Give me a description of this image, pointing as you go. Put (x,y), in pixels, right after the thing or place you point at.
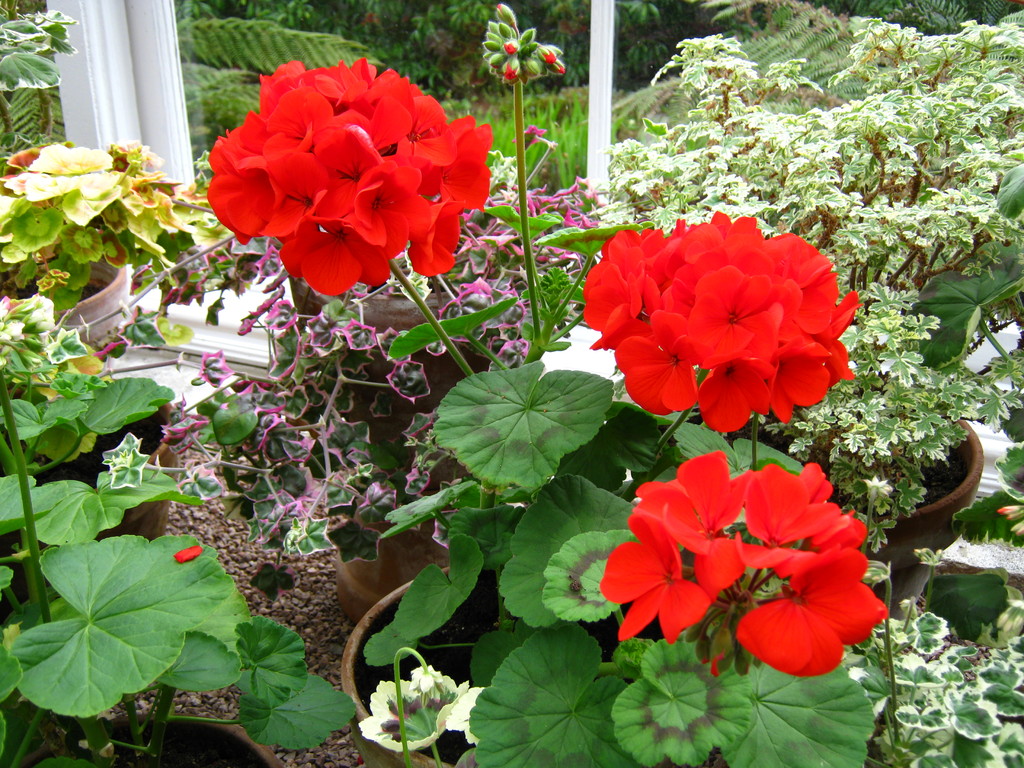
It is a garden (328,284) with beautiful flower plants (376,338) and behind the flower plants (708,286) there are some other trees (328,45) and grass (527,112).
